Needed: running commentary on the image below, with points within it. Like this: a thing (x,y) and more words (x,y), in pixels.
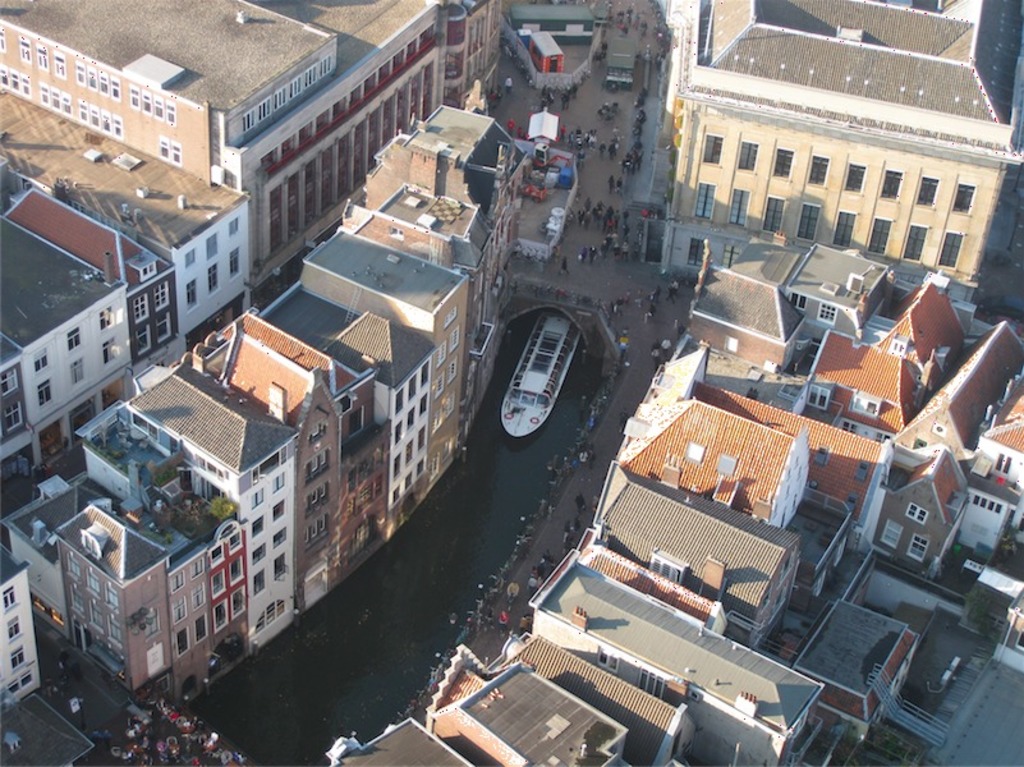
In this image I can see few buildings (701,640). I can see a ship (521,382) on the water (516,504). I can see few persons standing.
